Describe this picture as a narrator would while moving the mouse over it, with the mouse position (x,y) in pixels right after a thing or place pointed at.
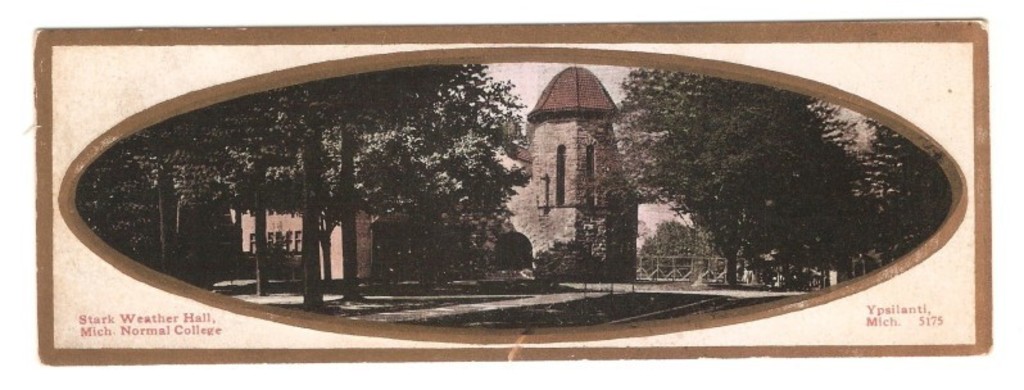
This image as if the photo frame (608,348), inside the image, we can see some trees (854,207), fence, buildings (594,164), windows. On top (537,93) there is a sky (529,71).
